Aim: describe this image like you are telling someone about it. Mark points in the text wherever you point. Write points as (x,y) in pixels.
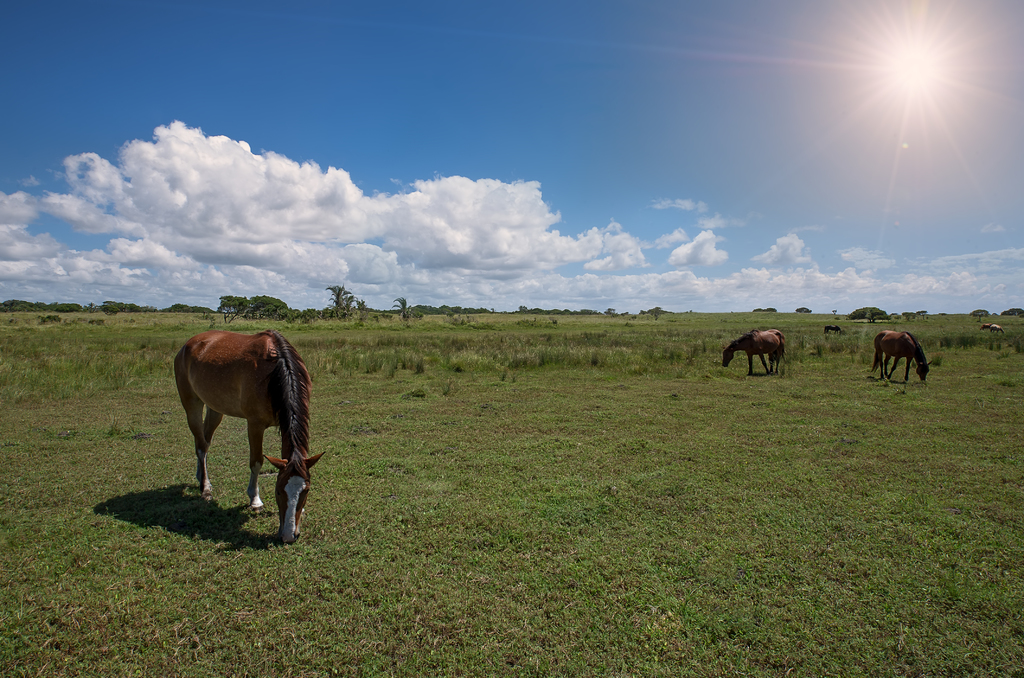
In the image we can see there are horses (266,367), brown and white in color. Here we can see grass (568,508), trees (300,312), cloudy sky (323,174) and the sun (913,79).
